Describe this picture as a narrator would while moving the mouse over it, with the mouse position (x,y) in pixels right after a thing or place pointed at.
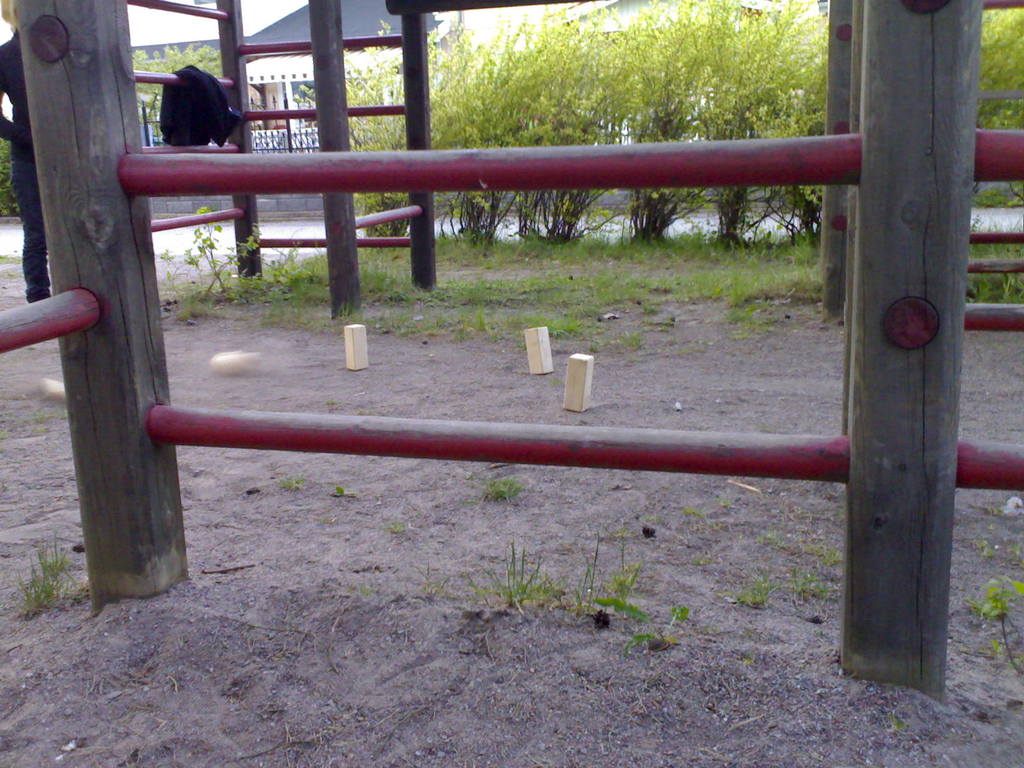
In the image we can see the wooden logs (118,358) and metal pole structures (90,329). Here we can see grass (317,305), plants (545,134) and the house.
